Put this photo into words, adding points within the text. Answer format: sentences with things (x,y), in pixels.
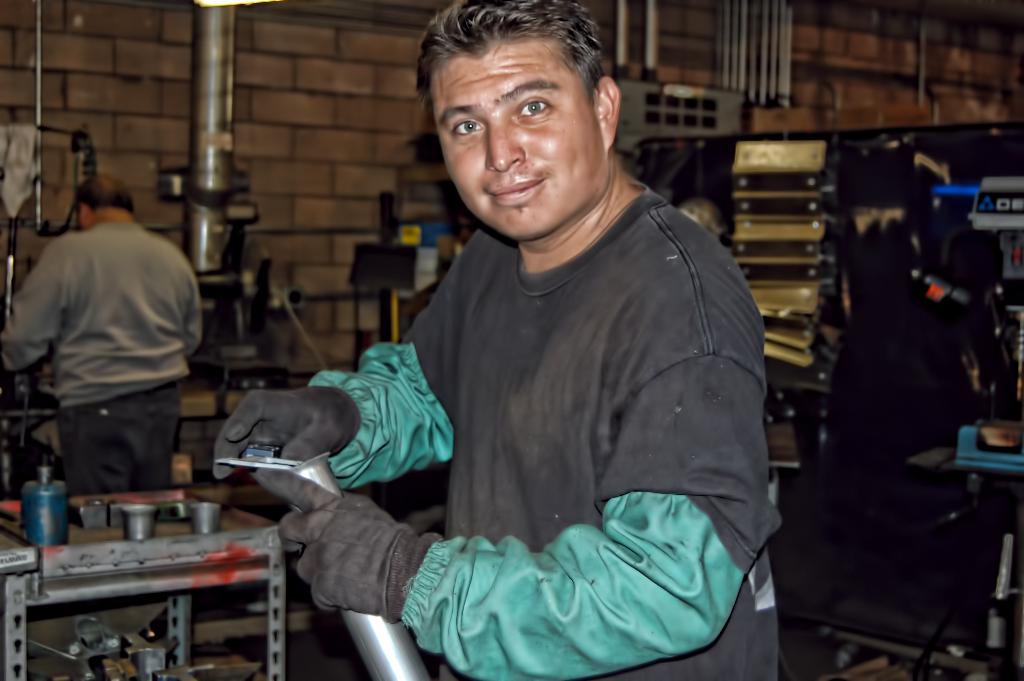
This is an inside view. Here I can see a man (612,452) standing, holding a metal object (377,649) in the hand (345,531) and looking at the picture. On the left side (200,553) there is a table (186,535) on which few objects (26,514) are placed, behind there is another man (94,325) standing facing towards the back side (123,254). In the background (230,282) there are many metal objects (809,274) and also I can see the wall (310,122).
